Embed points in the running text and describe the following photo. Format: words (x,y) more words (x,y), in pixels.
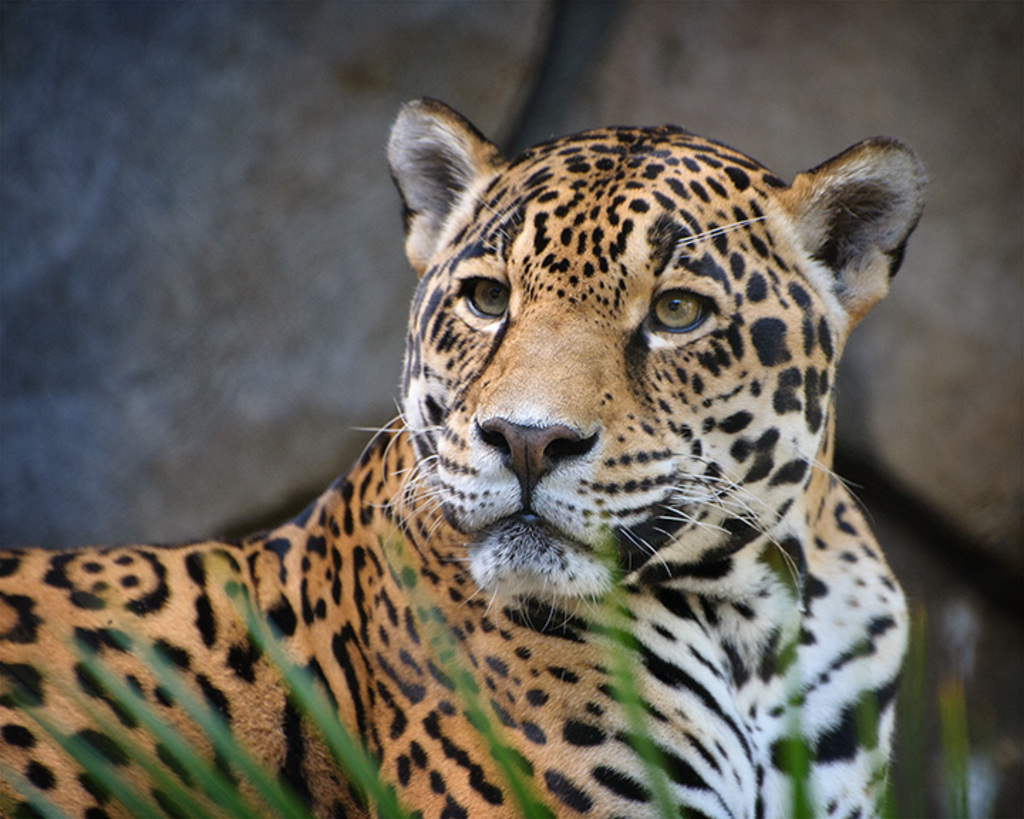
In this image, I can see a jaguar (344,683). At the bottom of the image (212,764), there are leaves (661,768). The background is blurry.
